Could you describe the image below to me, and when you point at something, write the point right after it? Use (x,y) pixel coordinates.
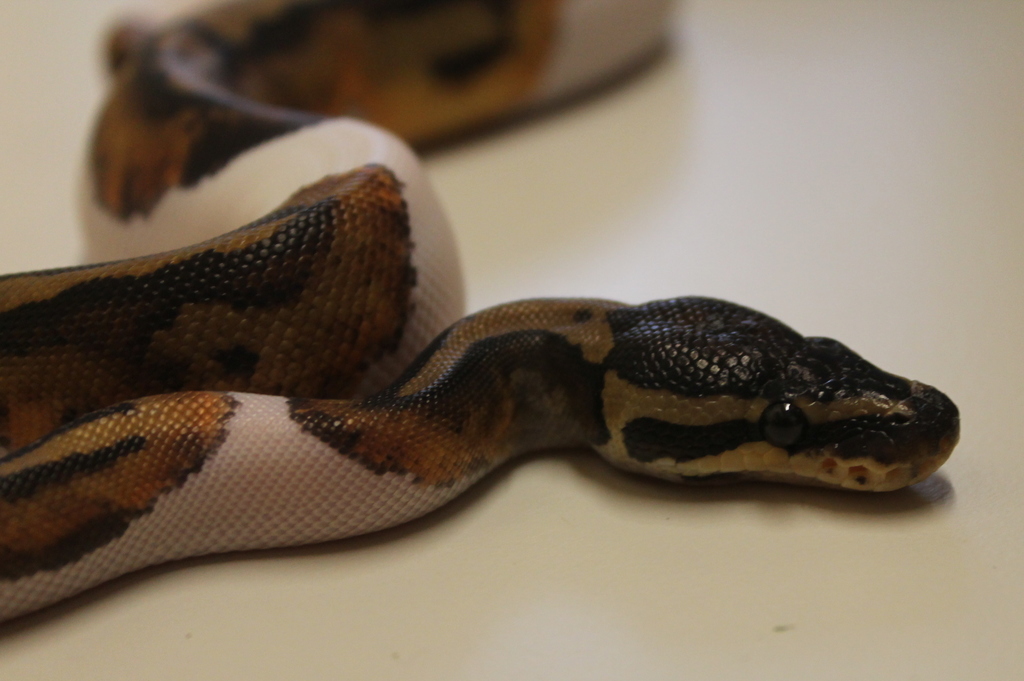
In this image I can see snake (665,452) which is in brown and cream color on some object (423,571).
